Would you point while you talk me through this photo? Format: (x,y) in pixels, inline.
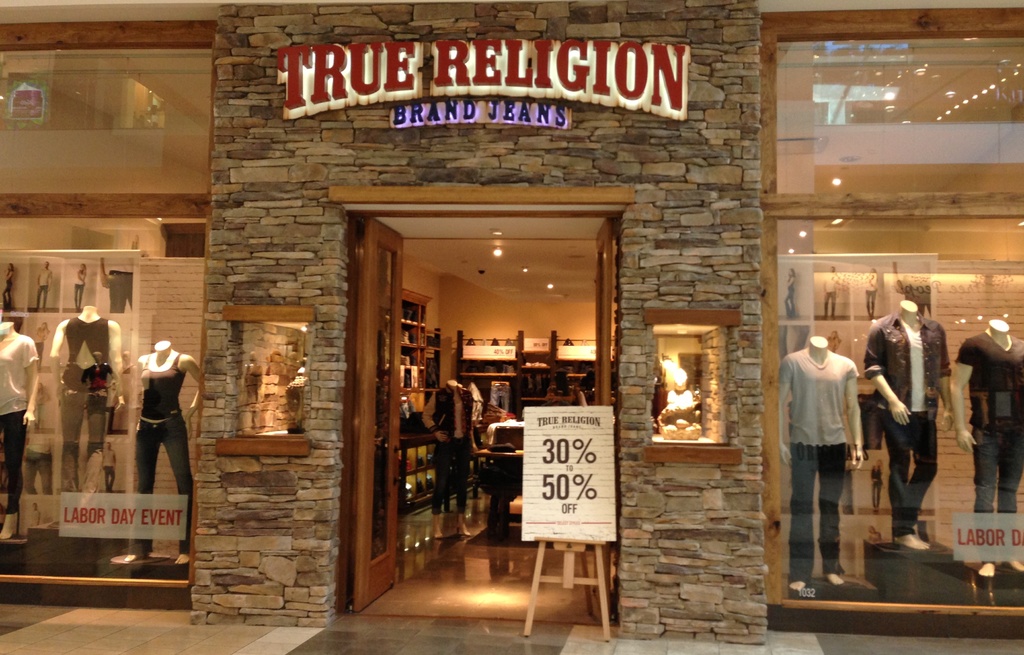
In this picture we can see the cloth shop (393,387) in the image. In the front (253,297) we can see a wooden door (363,477) with a brick texture wall (706,410). On the top (362,86) we can see "True Religion" brand name (558,64). On both sides we can see some mannequins (918,458) in the shop (843,398).
